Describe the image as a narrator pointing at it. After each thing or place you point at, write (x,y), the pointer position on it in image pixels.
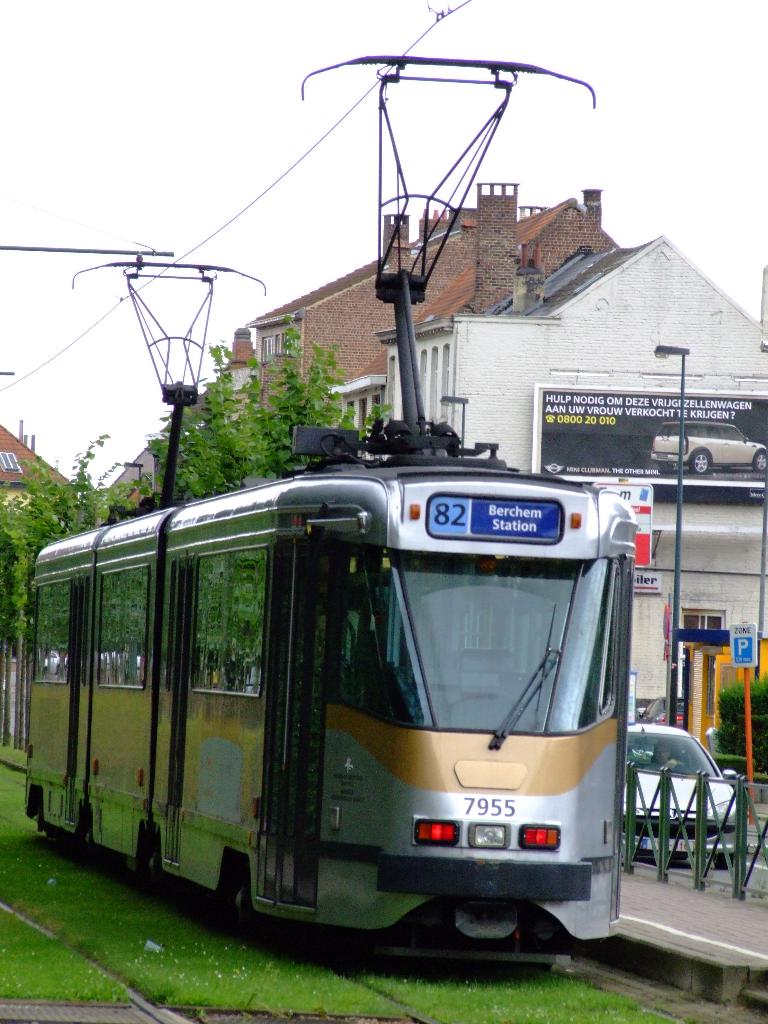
In this image there is the sky (312,138) truncated towards the top of the image (155,115), there are buildings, there is a building (559,290) truncated towards the right of the image (649,295), there is a building (5,459) truncated towards the left of the image (15,466), there is a board (618,429) truncated towards the right of the image (665,443), there is text (602,409) on the board (632,419), there are trees (213,456), there are trees (34,531) truncated towards the left of the image (15,601), there is grass (85,929) truncated towards the left of the image (14,871), there is a train (203,777), there is a railway track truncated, there is a vehicle (653,790) on the road (760,866), there is a fencing (700,824) truncated, there are poles (685,398), there is street lights (667,347), there are wires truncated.
